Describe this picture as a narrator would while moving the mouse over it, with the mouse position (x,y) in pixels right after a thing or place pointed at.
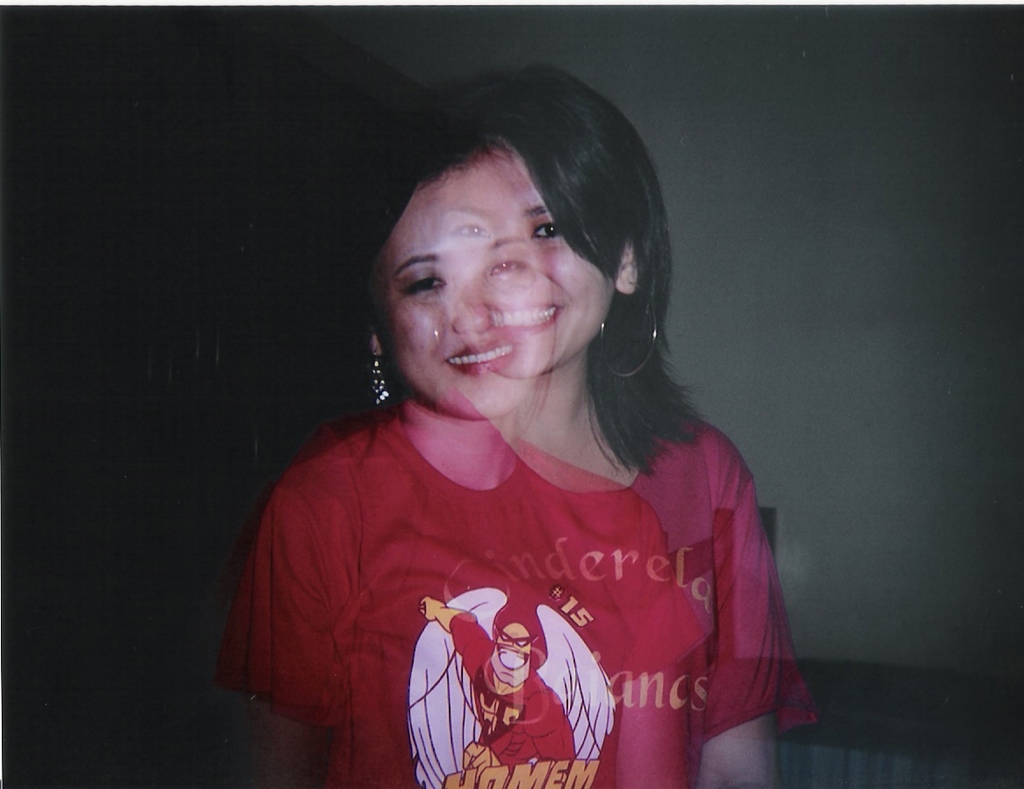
In this picture, we see the woman (505,525) in the red T-shirt (477,578) is standing and she is smiling. Behind her, we see a white wall (764,251). On the left side (116,442), it is black in color. This might be an edited image.
